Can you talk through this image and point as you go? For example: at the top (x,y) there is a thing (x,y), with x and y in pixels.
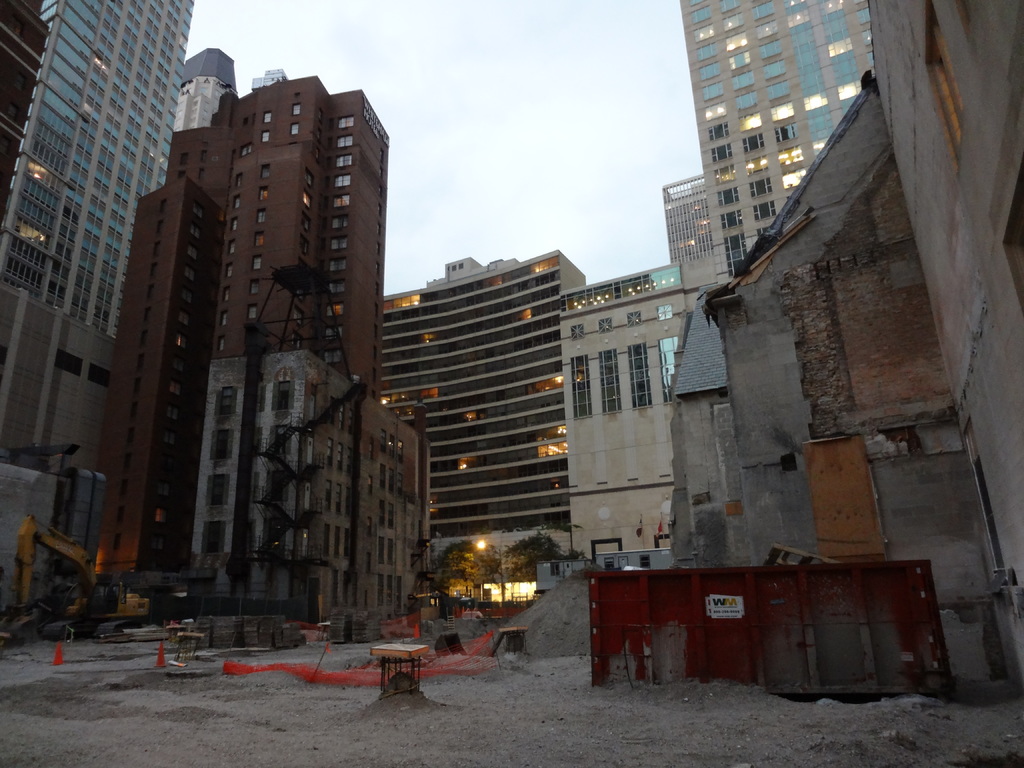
In this image, we can see buildings (502,508), trees (461,551), lights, some construction equipment (702,630) and traffic cones (59,648). At the bottom (417,729), there is ground (416,723).
